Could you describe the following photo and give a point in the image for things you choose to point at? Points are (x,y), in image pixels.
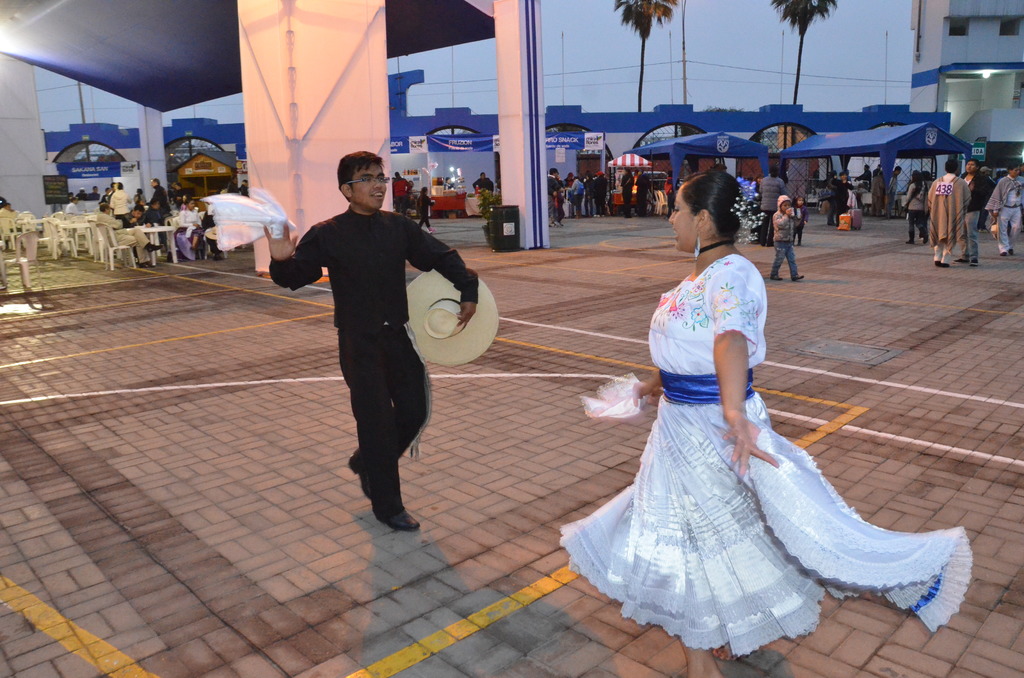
This picture shows a man (448,274) walking holding a hat (447,319) in his hand (462,318) and we see woman (691,571) dancing and we see couple of buildings (958,53) and we see people (629,172) standing and few (124,234) are seated on the chairs (27,227) and we see couple of trees (655,5) and few tents (868,149).
